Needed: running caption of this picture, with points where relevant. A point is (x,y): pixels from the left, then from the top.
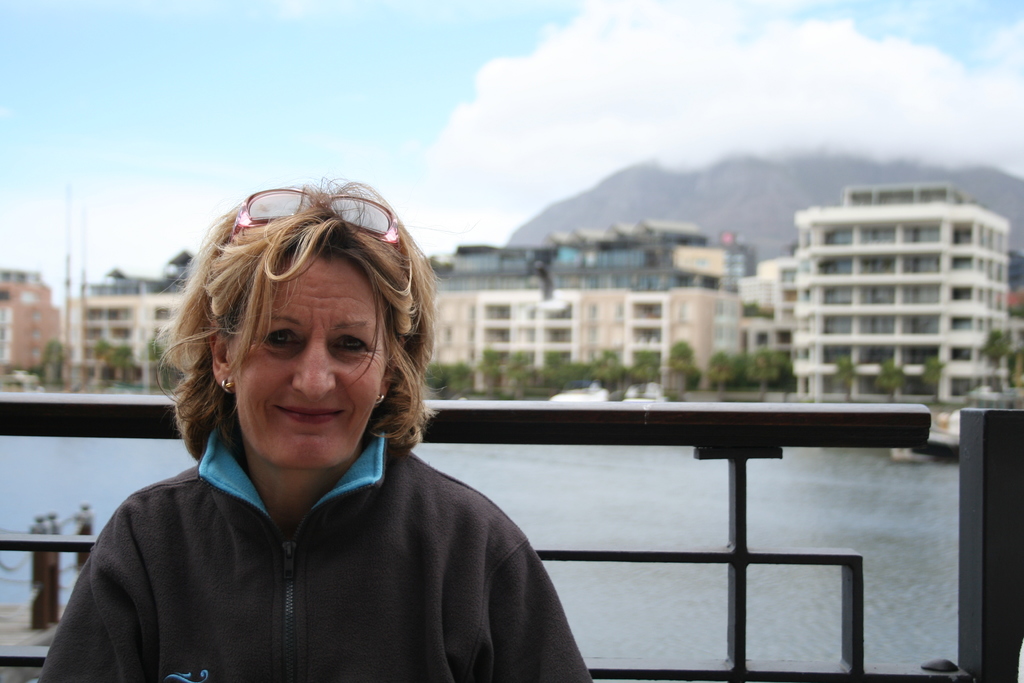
In this picture there is a woman (330,565) smiling. At the back (874,314) there is a railing (702,433) and there are buildings (835,324) and trees (595,367) and there might be a mountain (658,219). At top (256,83) there is sky (300,82) and there are clouds (658,144). At the bottom (708,478) there are boats (947,419) on the water (625,503).
